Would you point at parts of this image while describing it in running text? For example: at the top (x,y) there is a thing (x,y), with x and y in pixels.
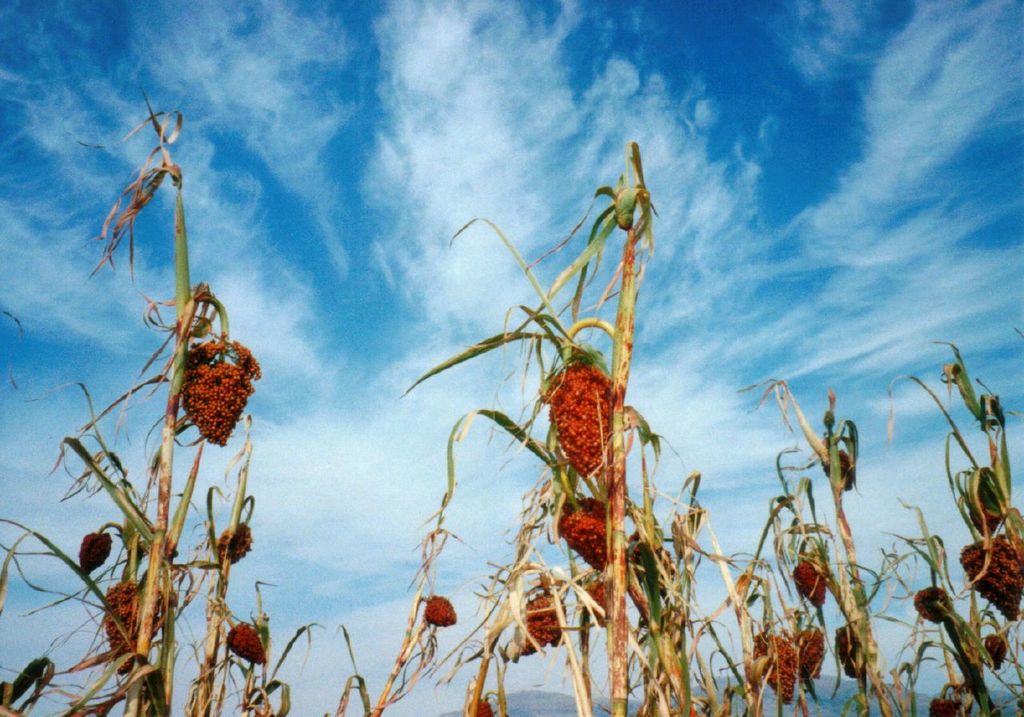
In this picture there are plants (614,574) and some flowers (589,420) on it. At the top (460,138) i can see the sky (380,91) and clouds (415,51). In the bottom (632,711) background (523,702) i can see the mountains (551,710).
